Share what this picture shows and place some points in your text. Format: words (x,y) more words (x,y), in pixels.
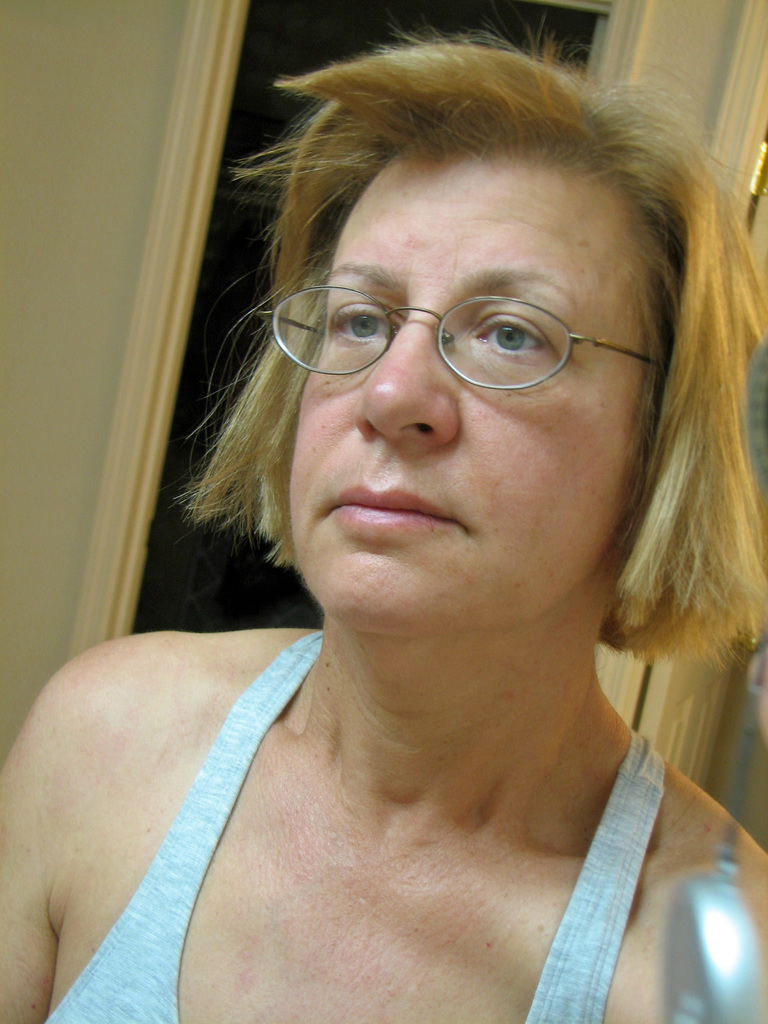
This picture shows a woman (648,560). She wore spectacles (547,364) on her face (537,322) and we see a door (663,665).
